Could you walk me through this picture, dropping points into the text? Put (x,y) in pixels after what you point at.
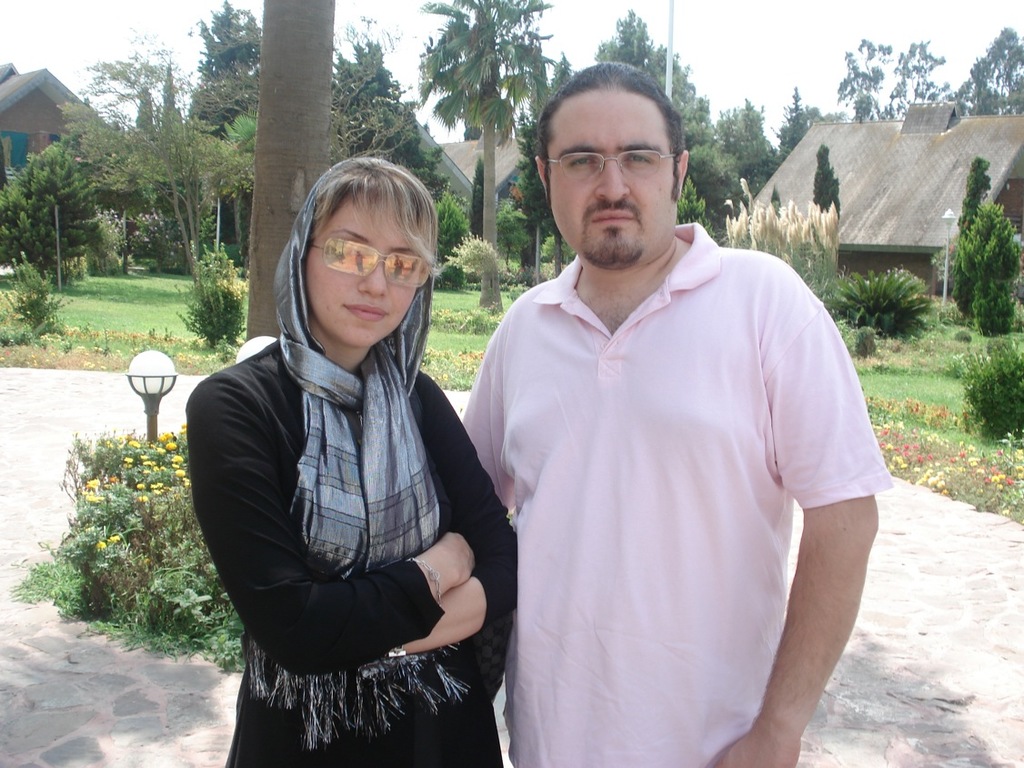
In the center of the image (393,290) we can see woman (363,402) and man (538,489) standing on the ground (817,753). In the background (187,475) we can see flowers (165,482), plants (56,346), lights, trees (243,193), houses (928,174) and sky (417,14).
